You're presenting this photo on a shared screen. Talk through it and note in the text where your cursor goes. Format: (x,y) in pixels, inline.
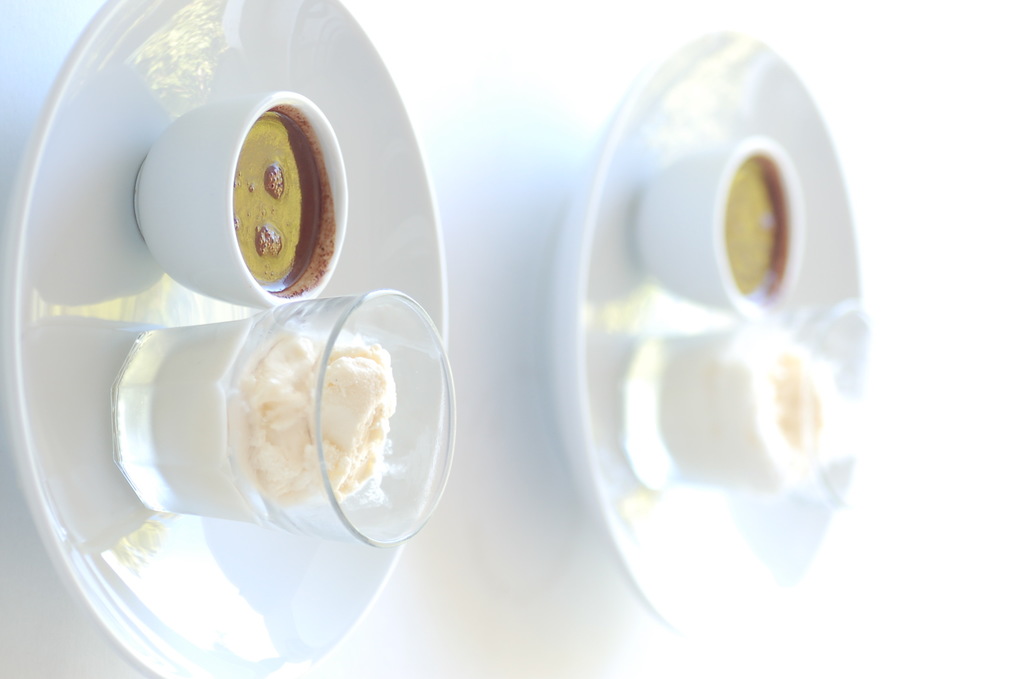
In this image there are two plates (80,167). On each plates (433,292) there is a bowl (212,176) and glass (823,411). Bowl (298,239) is having some food (279,222) in it. Glass (321,435) is having an ice cream (358,422) in it.
